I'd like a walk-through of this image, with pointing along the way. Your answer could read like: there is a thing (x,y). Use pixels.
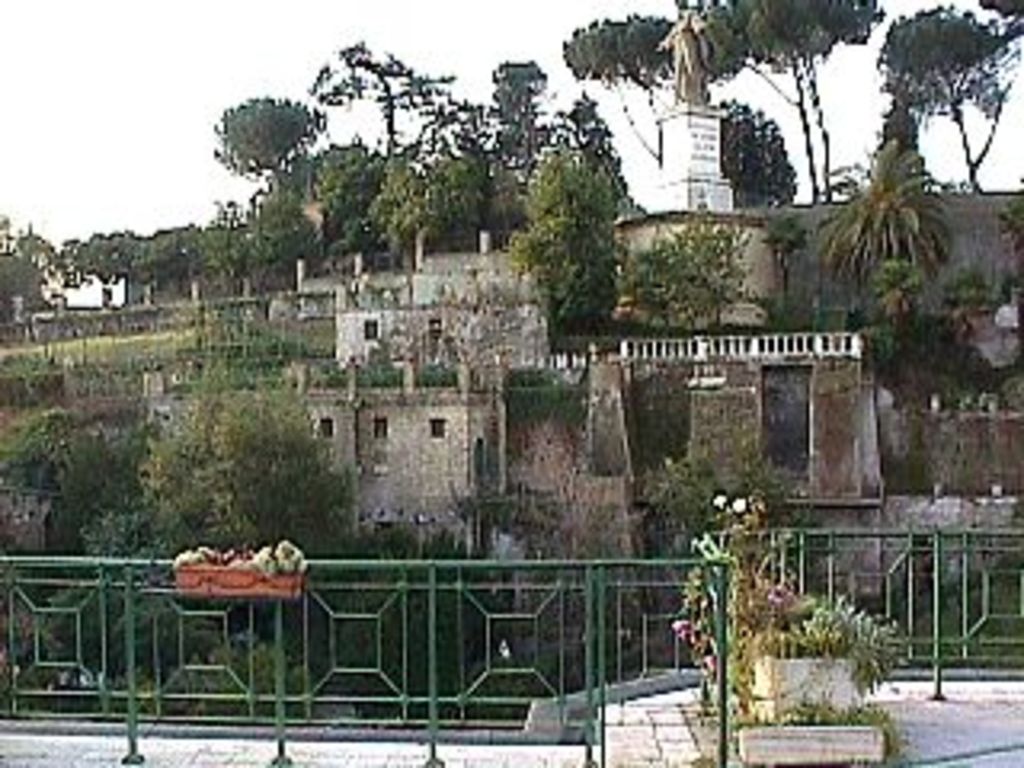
This image is taken outdoors. At the top of the image (332,66) there is the sky (476,94). In the middle of the image (663,264) there are many trees (289,188) and plants (794,230) with leaves (866,190), stems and branches (899,148). There is a statue (681,80) on the cornerstone (672,155). There are a few walls (455,439) and railings (676,351). At the bottom of the image (229,744) there is a floor (945,723). There are a few plants (741,638) in the pots (213,573) and there is a railing (505,592).
